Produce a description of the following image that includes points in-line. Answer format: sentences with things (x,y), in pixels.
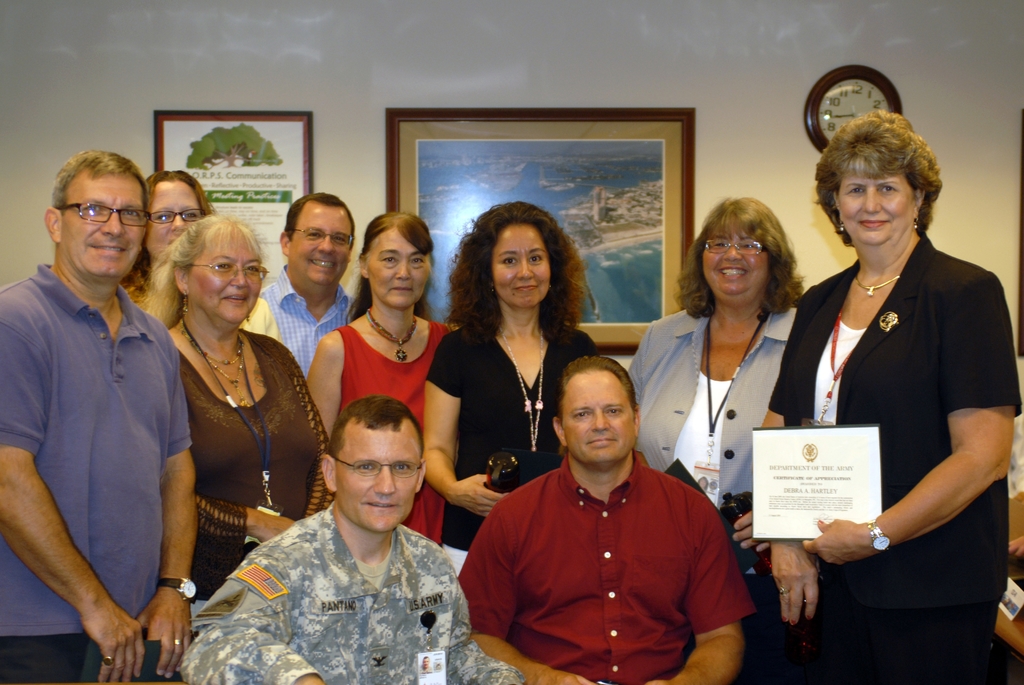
In this image we can see some people (708,398) posing for a photo and among them few people (983,301) are holding some objects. In the background (667,151), we can see the wall (263,88) with two photo frames (600,131) and the clock (846,77).
